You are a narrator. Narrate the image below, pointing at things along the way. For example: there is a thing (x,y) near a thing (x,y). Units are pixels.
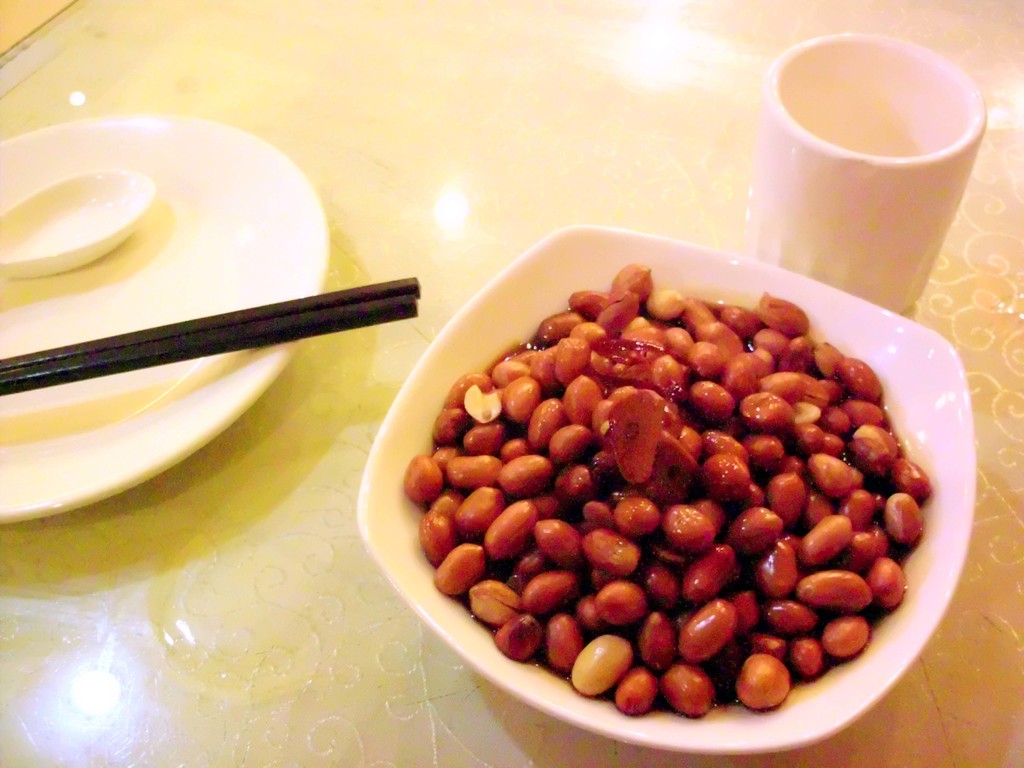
In this image we can see a glass (824,135), plate (148,239), spoon sticks (355,315), bowl (845,709) with food (465,559) on the surface (20,639).
